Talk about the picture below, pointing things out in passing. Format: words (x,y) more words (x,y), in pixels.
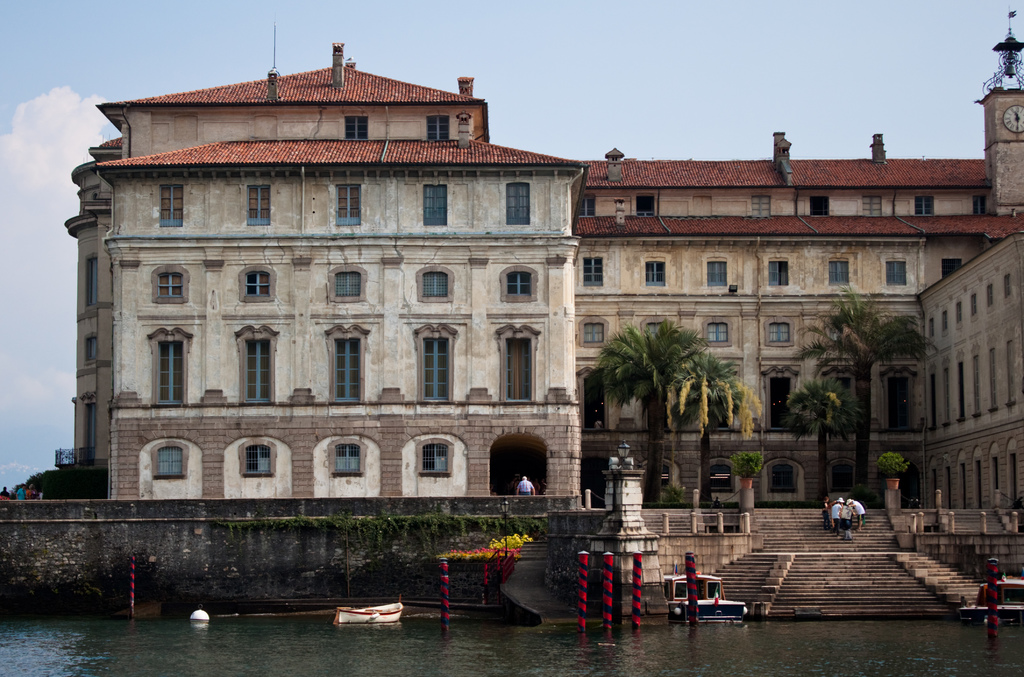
In this picture we can see boats (708,588) on water (410,641), poles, trees (701,466), building (686,466) with windows (519,361) and some persons (840,502) standing on steps (793,545) and in the background (3,376) we can see the sky (42,408) with clouds (11,389).
